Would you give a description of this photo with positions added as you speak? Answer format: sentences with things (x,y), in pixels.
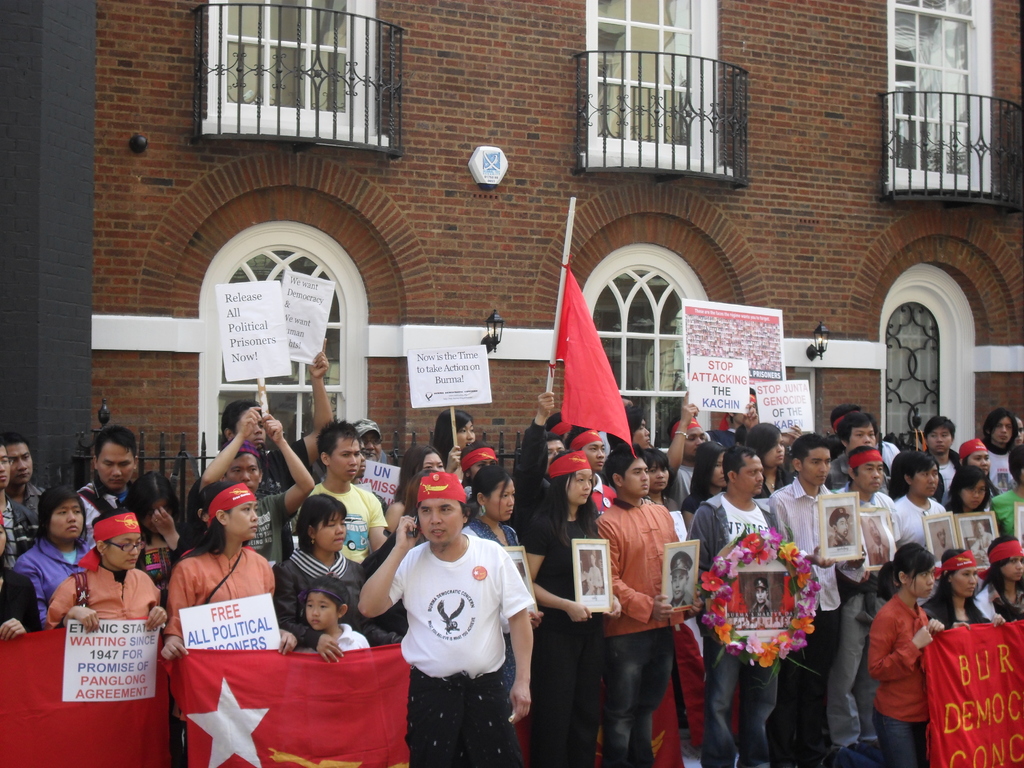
In this image there are people (646,581) standing. Some people (644,594) holding banners (248,661). There is a red color flag (583,380). There is a building (518,339) in the background (451,296) with glass windows (945,125).
